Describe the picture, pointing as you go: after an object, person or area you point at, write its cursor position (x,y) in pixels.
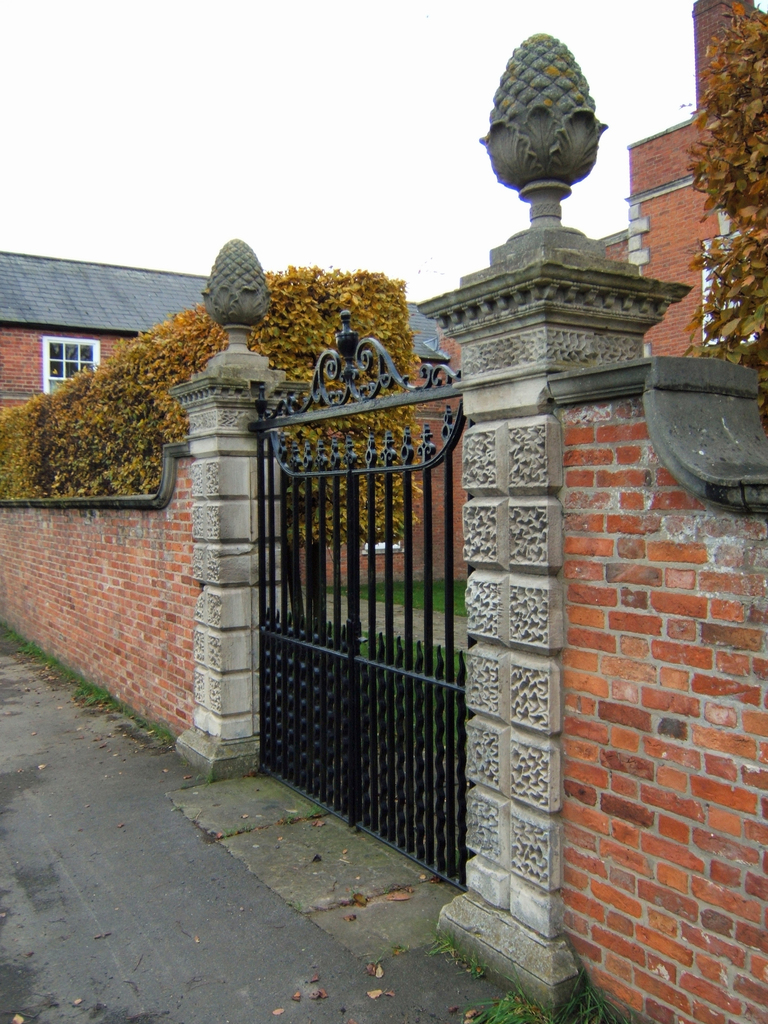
In this image we can see the fencing wall (644,671) with the gate (345,636). We can also see the shrubs (310,304), buildings (683,196) and also the road (212,882). We can see the grass (533,1009) and also the dried leaves (374,993). Sky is also visible in this image.
